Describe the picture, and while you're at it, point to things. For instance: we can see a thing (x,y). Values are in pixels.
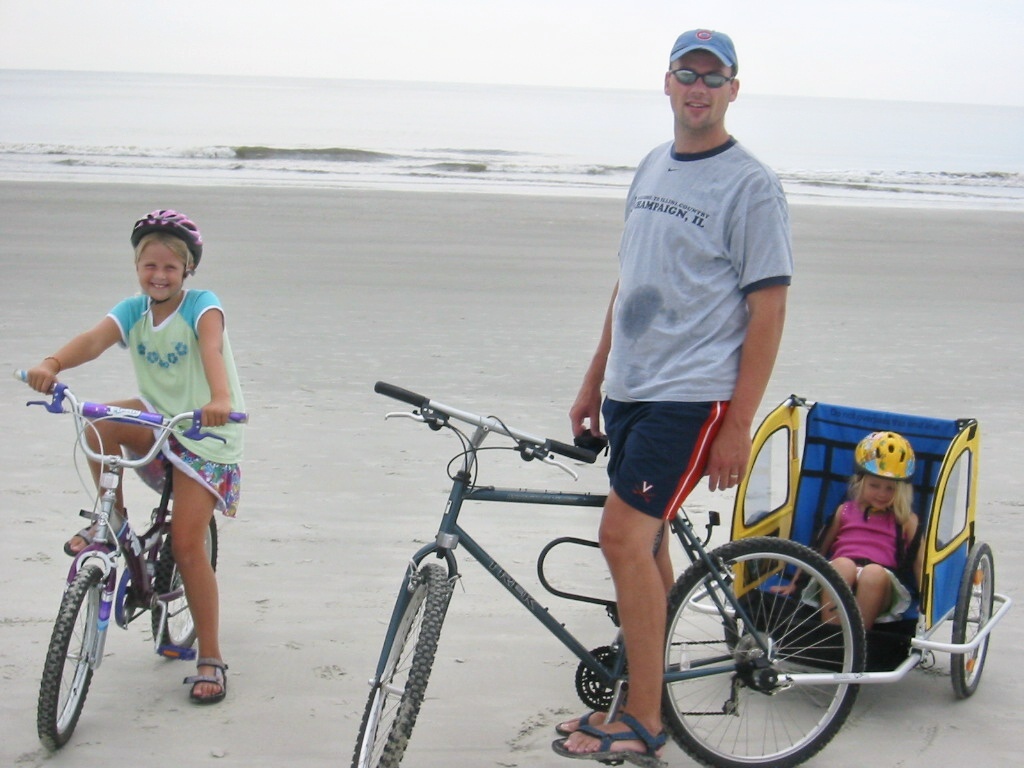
There are three members (654,380) in the given picture. Both of them are cycling and the other one is in the trolley (909,553). In the background (337,156) there is an ocean (348,148) and sky (468,42).
